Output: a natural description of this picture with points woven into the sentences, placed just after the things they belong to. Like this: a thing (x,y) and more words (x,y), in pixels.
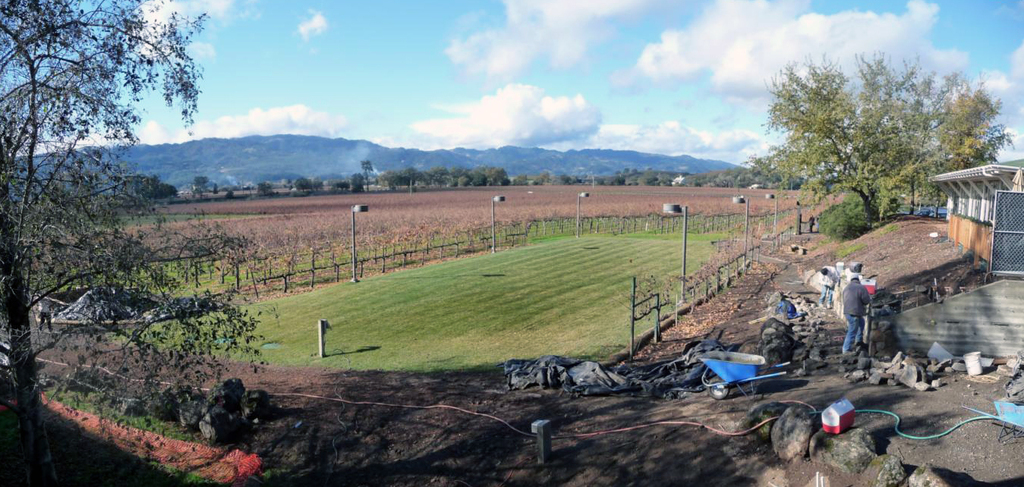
In this image I can see an open grass ground (545,263) and few poles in the centre (497,265). In the front of this image (701,369) I can see a blue colour trolley (727,381), few pipes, few red colour things (825,413) and few people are standing. On the right side of this image (964,182) I can see a building (1016,170). I can also see number of trees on the left (80,253), on the right (782,171) and in the background (332,181). I can also see clouds (487,141) and the sky (468,146) in the background (503,134).
